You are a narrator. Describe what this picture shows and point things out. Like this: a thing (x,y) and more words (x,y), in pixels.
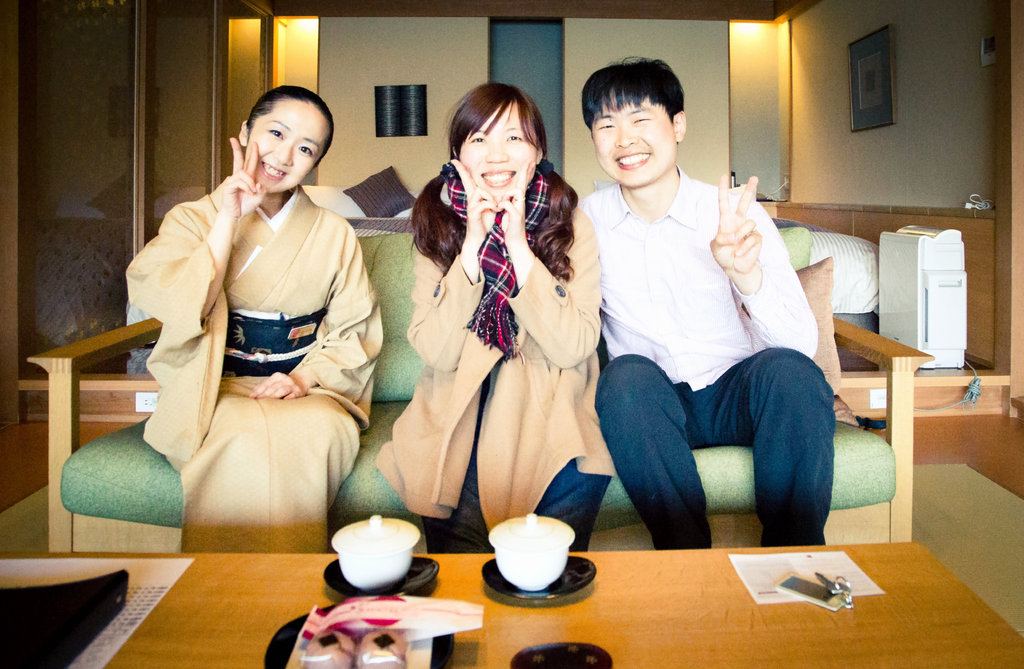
3 people (446,339) are sitting on the sofa (750,536). in front of them there is a table (633,631) on which there are paper (774,562), keys (825,585). behind them at the right (874,116) there is a photo frame (870,78) on the wall (828,84).
